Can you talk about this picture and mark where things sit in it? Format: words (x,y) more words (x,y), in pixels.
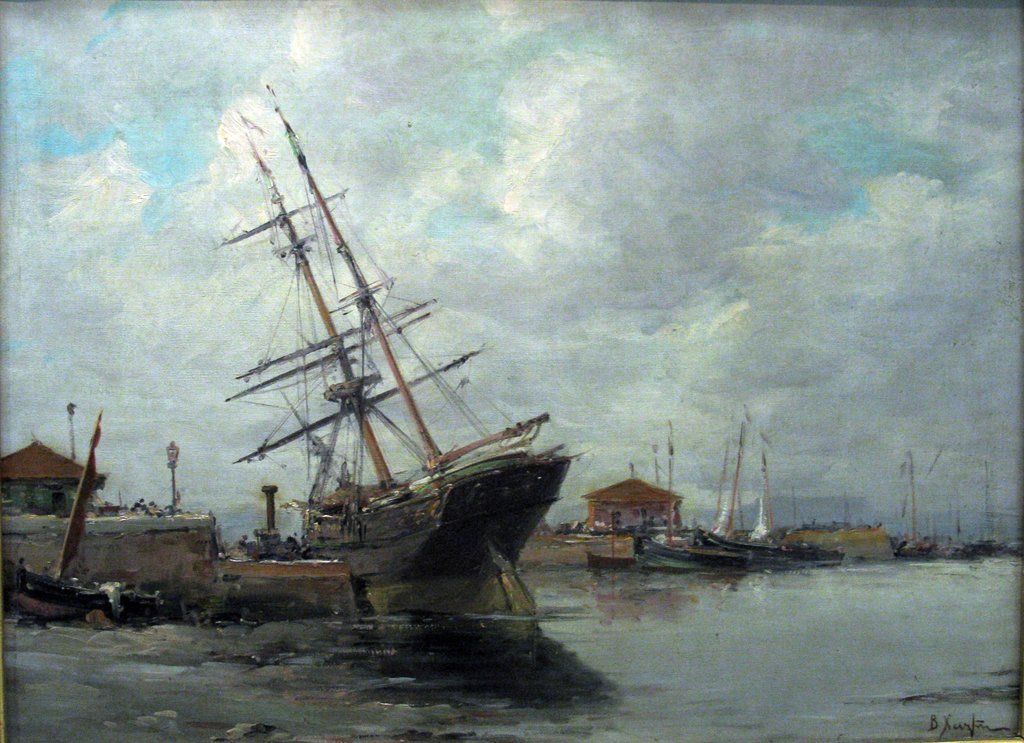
In the picture we can see a painting (611,596) of a water surface (822,599) and on it we can see the boats (17,587) with poles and wires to it and in the background (953,207) we can see the sky (829,364) with clouds (140,278).
